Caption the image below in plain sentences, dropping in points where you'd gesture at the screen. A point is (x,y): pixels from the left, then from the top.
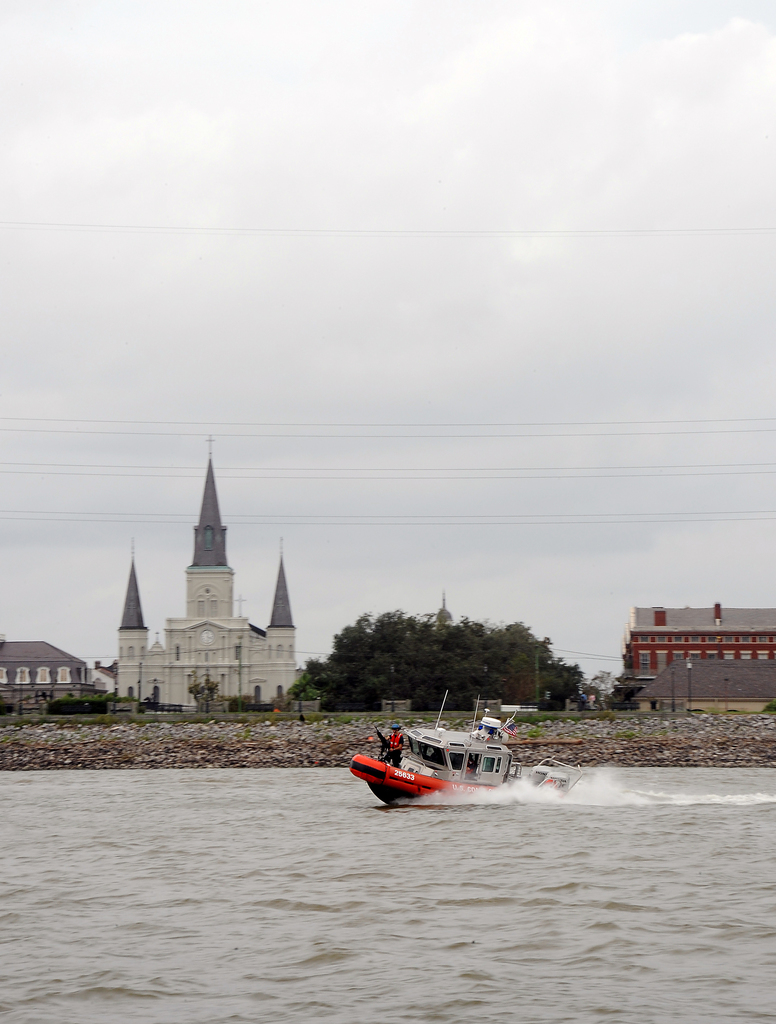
In this image I can see the boat (430,752) on the water (377,841). There is a person (395,754) standing in the boat (423,744). In the background (256,760) I can see the rocks (278,725), buildings (218,582) and many trees (417,648). In the background (353,195) I can see the sky (467,249).
